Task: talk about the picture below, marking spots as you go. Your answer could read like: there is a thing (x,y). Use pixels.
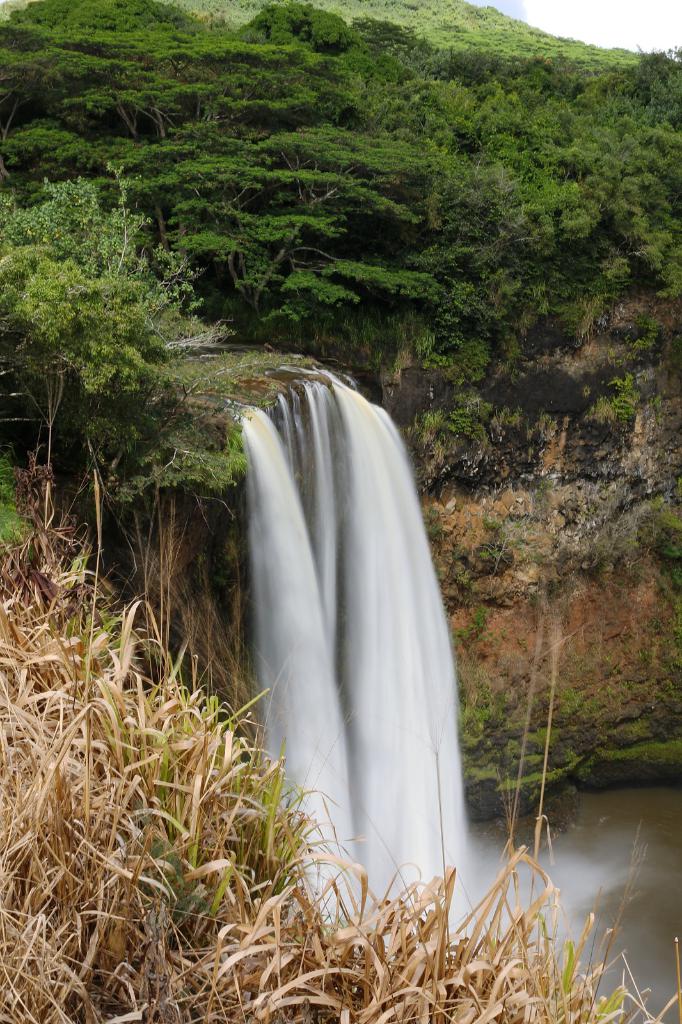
This picture is clicked outside. In the foreground (165,916) we can see the dry grass (555,889) and a water body (650,827). In the center (235,433) we can see the plants (147,300), trees (364,169) and a waterfall (387,502). In the background (628,14) we can see the sky (542,14) and the rock (547,377).
